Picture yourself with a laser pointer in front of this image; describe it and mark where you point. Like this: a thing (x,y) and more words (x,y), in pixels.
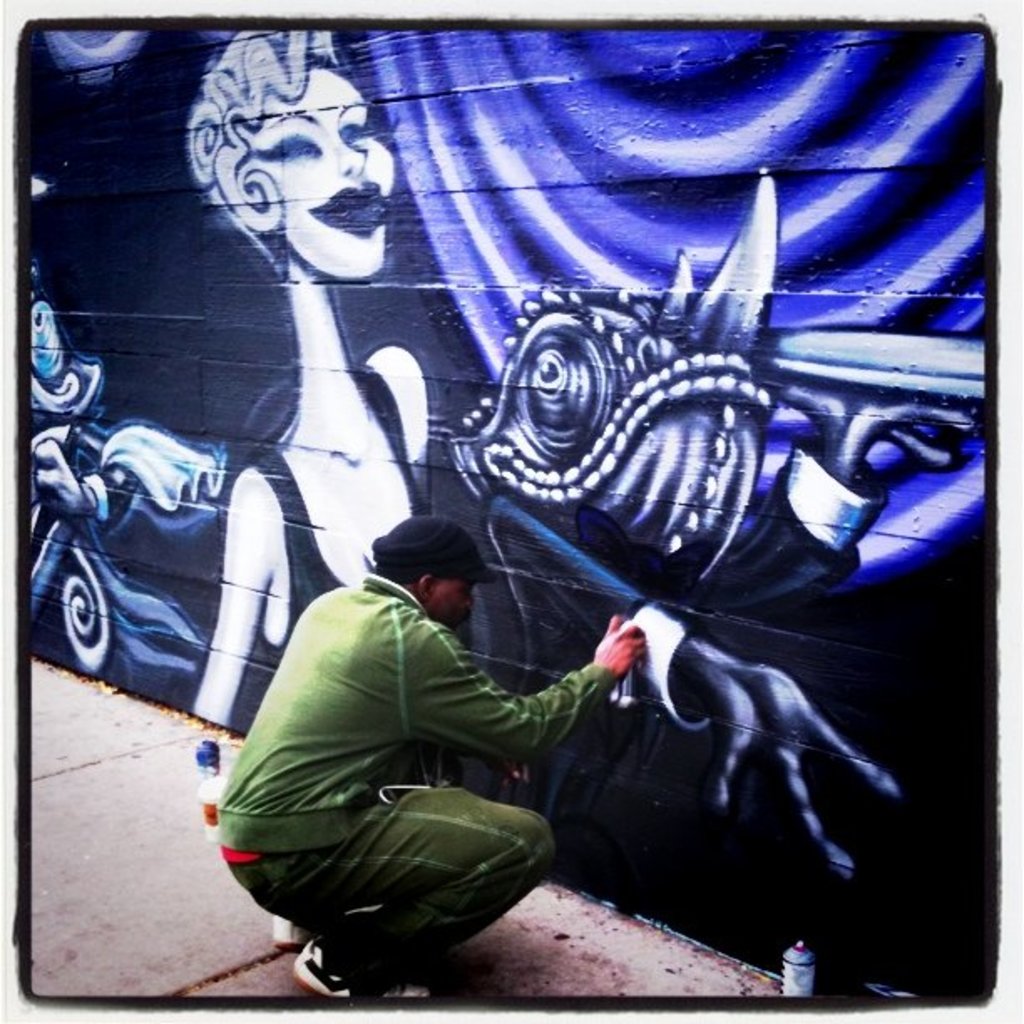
This is a photo and here we can see a person (394,700) holding a bottle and there are some other bottles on the road (144,945). In the background (308,301), there is graffiti (365,278) on the wall (559,534).
